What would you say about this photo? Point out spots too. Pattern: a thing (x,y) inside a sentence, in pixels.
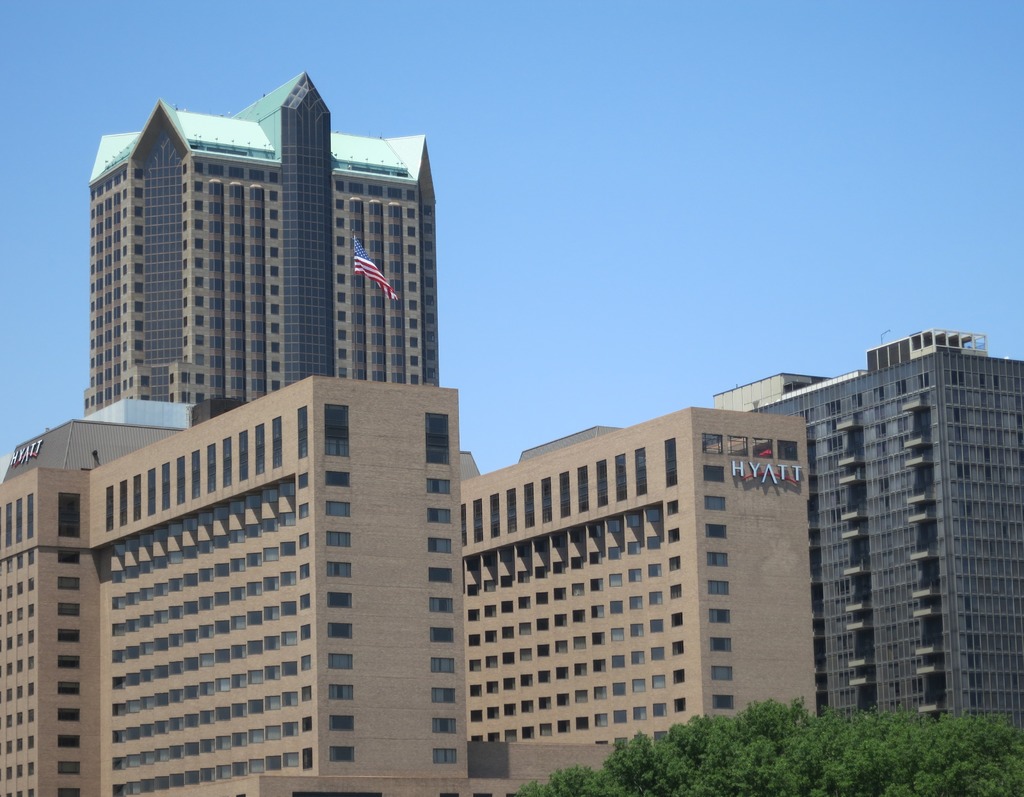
In this picture we can see buildings (853,456), there is a flag (373,279) in the middle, at the right bottom (885,737) there are trees (742,757), we can see the sky (569,105) at the top of the picture (501,55).
